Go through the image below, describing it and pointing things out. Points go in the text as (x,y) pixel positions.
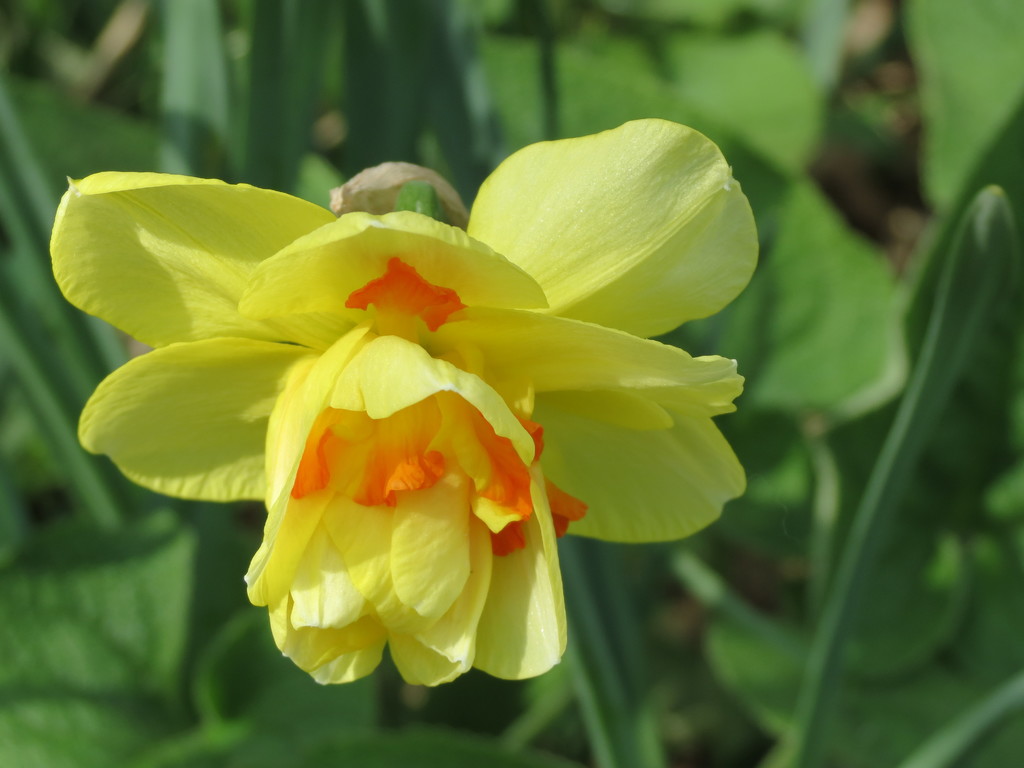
In the center of this picture (497,429) we can see a yellow color flower (282,496) and in the background (191,67) we can see the green leaves (834,412) and some other objects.
